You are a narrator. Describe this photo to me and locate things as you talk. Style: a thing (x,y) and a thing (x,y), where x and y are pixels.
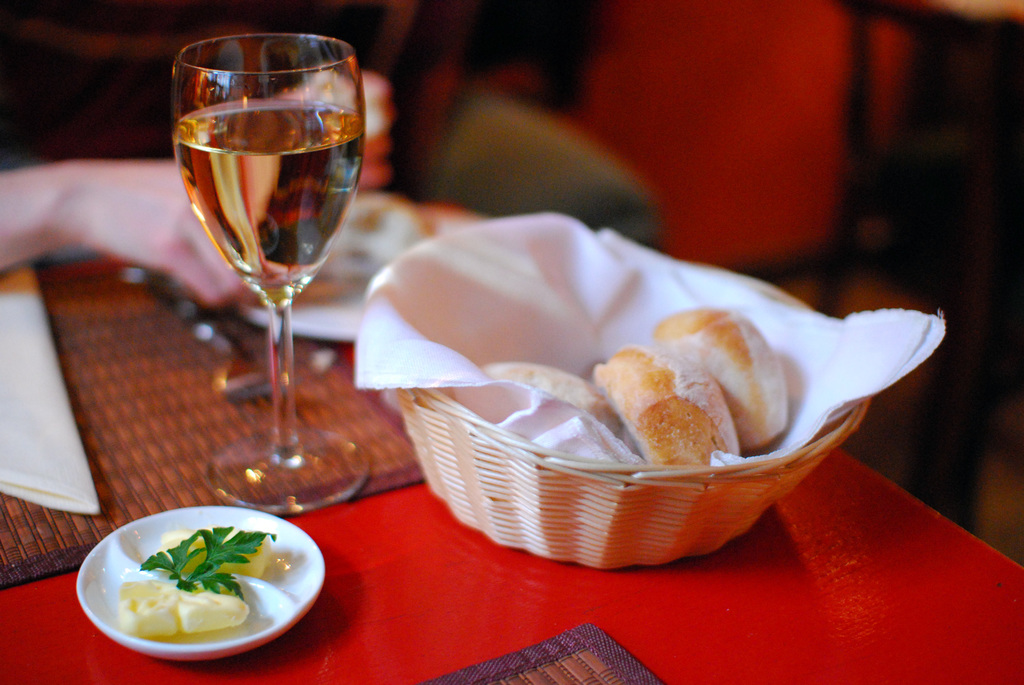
In this image, I can see food items (628,390), basket (560,524), plate (272,580), wine glass (257,282) with wine (301,225), napkin (65,413), dining placemats (155,438) and few other things (252,391) on the table (736,641). There is a blurred background (115,39).
